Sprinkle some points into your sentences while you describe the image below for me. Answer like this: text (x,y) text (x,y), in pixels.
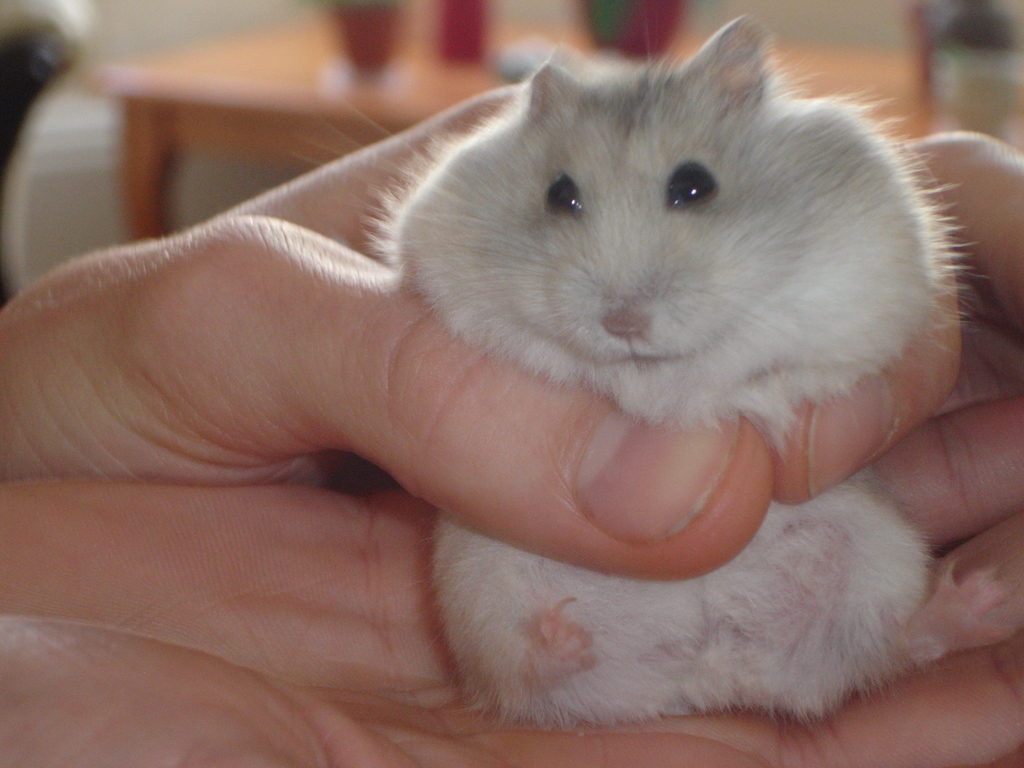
In this image we can see a human hands (495,364) are holding an animal (696,620). It seems like a table (435,67) and glasses (460,56) in the background (347,100).
